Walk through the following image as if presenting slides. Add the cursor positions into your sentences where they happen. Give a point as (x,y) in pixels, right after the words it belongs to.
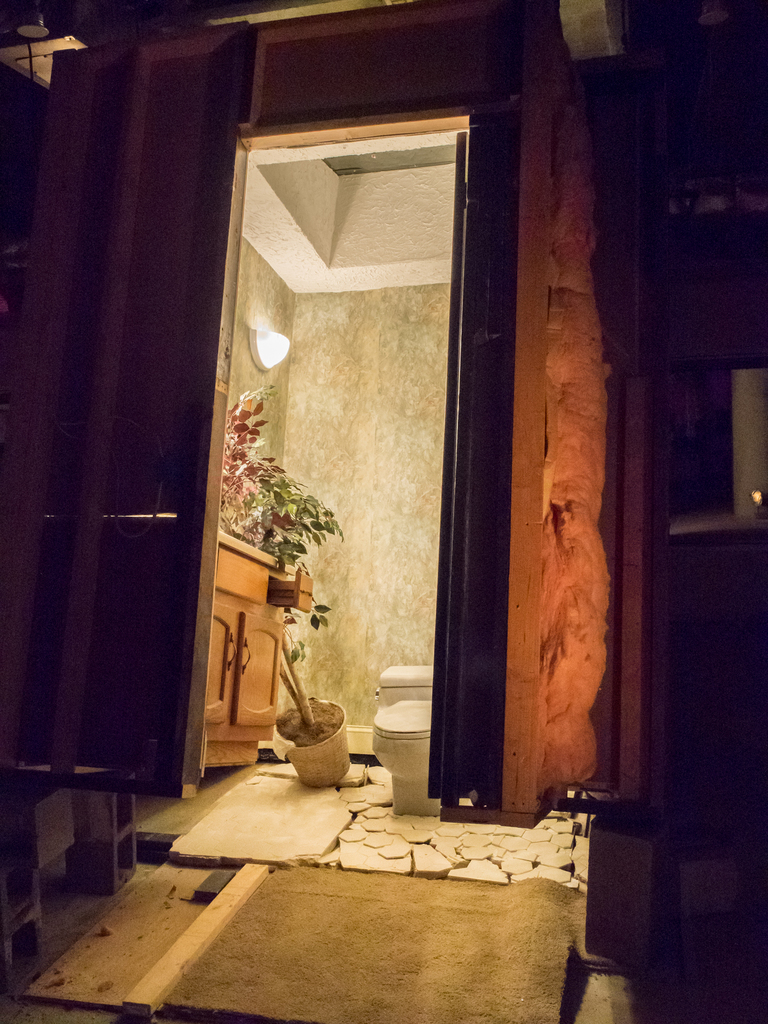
In this picture I can see the inside view of a building (363,673), there is a toilet seat (402,666), there is a house plant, light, and in the background (332,369) there is a wall (336,476).
